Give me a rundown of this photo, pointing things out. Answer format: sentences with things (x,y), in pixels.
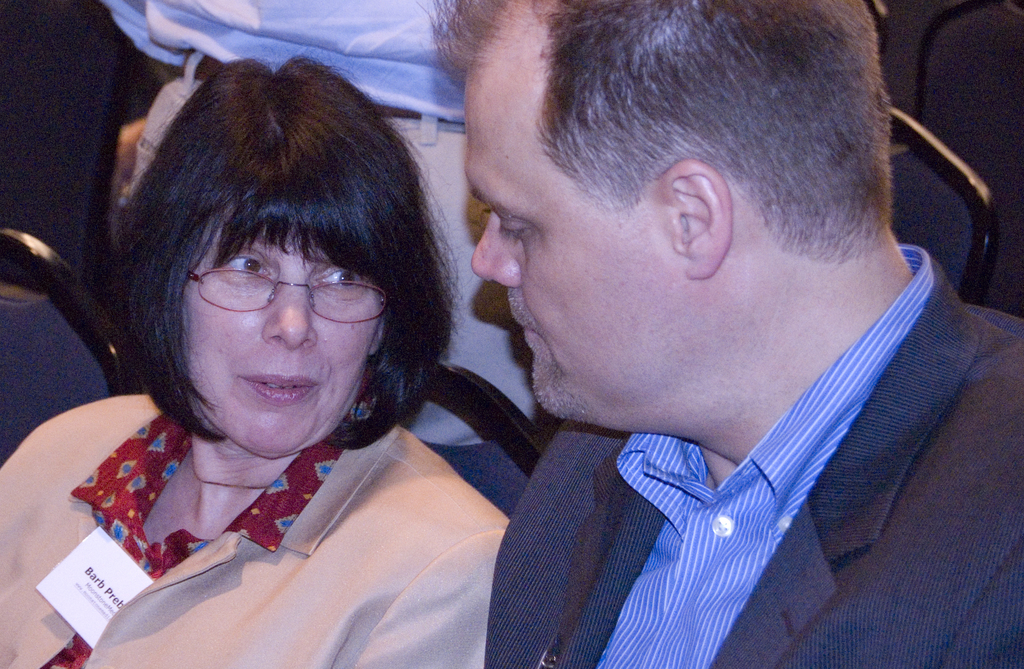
The man (622,395) on the right side (744,454) who is wearing the black blazer (783,575) is looking at the woman (457,552) who is sitting beside him. She is wearing the spectacles (247,290) and she is sitting on the chair (495,486). Behind them, we see a man (373,73) in blue shirt (342,66) is standing. In the background (898,229), we see the empty chairs (925,221).
